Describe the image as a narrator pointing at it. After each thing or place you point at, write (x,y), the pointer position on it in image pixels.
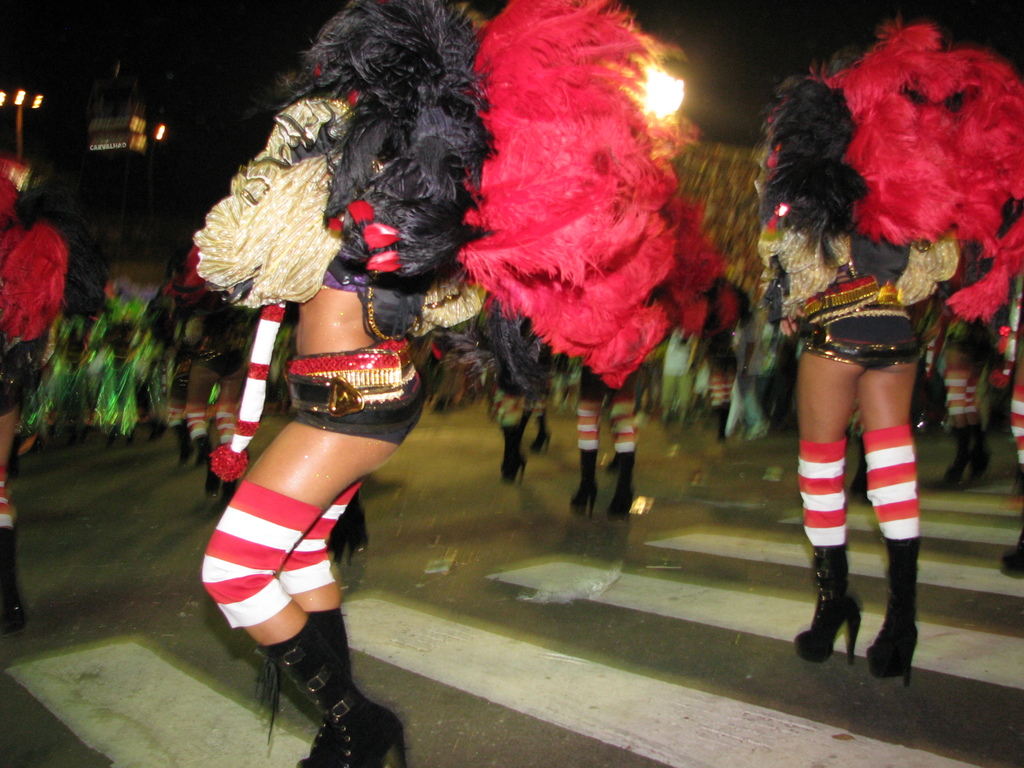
In this image we can see ladies (874,447). They are all dressed in the costumes (468,219). In the bottom (146,625) there is a road (652,628). In the background (18,103) there are poles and lights (666,103).
